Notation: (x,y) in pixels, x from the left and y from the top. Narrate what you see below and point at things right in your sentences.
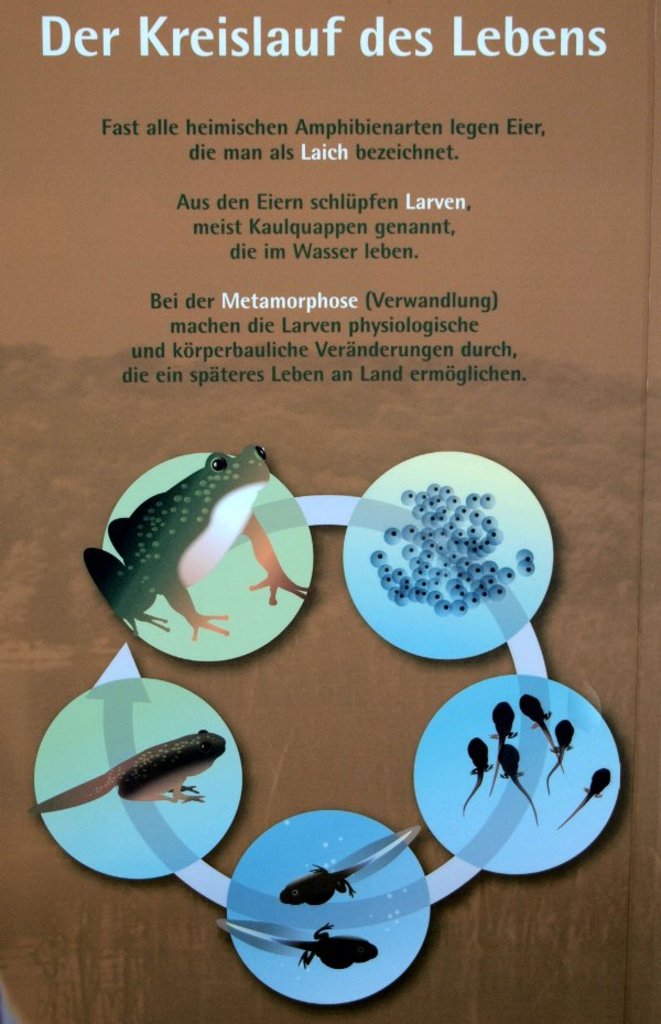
At the bottom of the image (266,884) we can see a life cycle of a frog (213,719). At the top of the image (280,336) we can see text (221,46).
